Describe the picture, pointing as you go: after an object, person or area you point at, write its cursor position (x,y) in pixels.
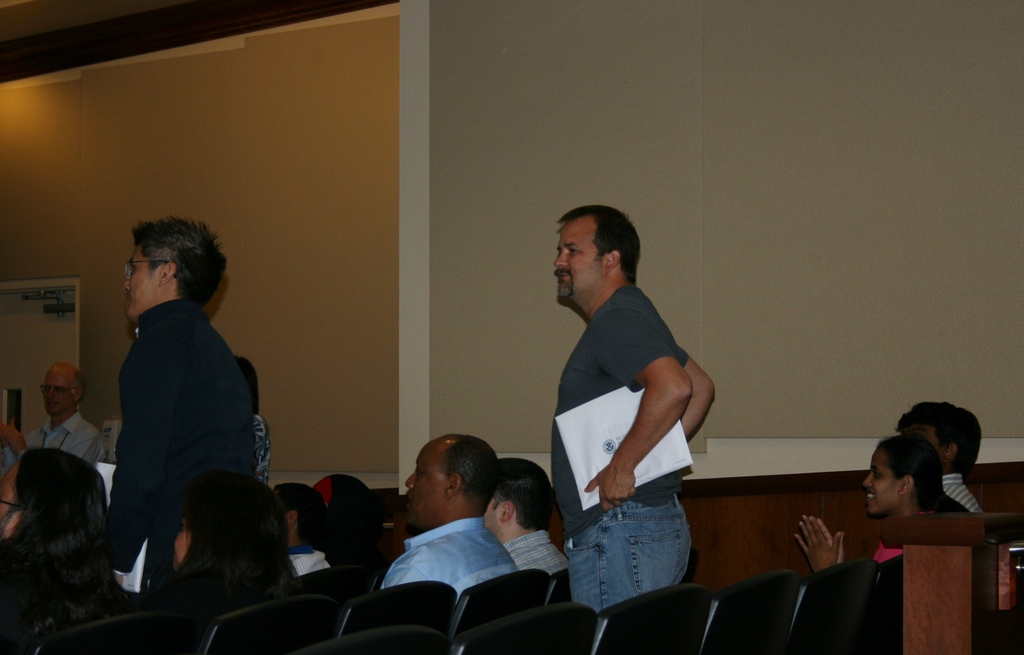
In the picture we can see some people (41,508) are sitting on the chairs (744,634) and two people (185,279) are standing and one man (671,501) is holding a file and in the background (989,303) we can see the wall (971,188).
